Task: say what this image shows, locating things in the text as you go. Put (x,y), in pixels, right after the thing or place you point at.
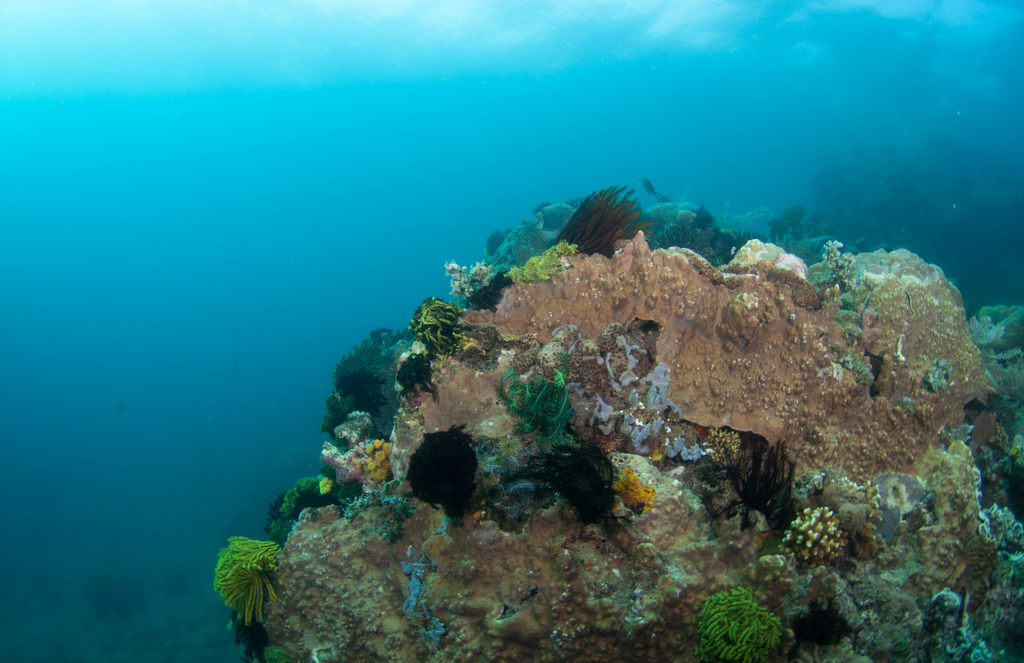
In this image there a few sea plants (555,347) and some algae (762,417) in the water (299,304).
